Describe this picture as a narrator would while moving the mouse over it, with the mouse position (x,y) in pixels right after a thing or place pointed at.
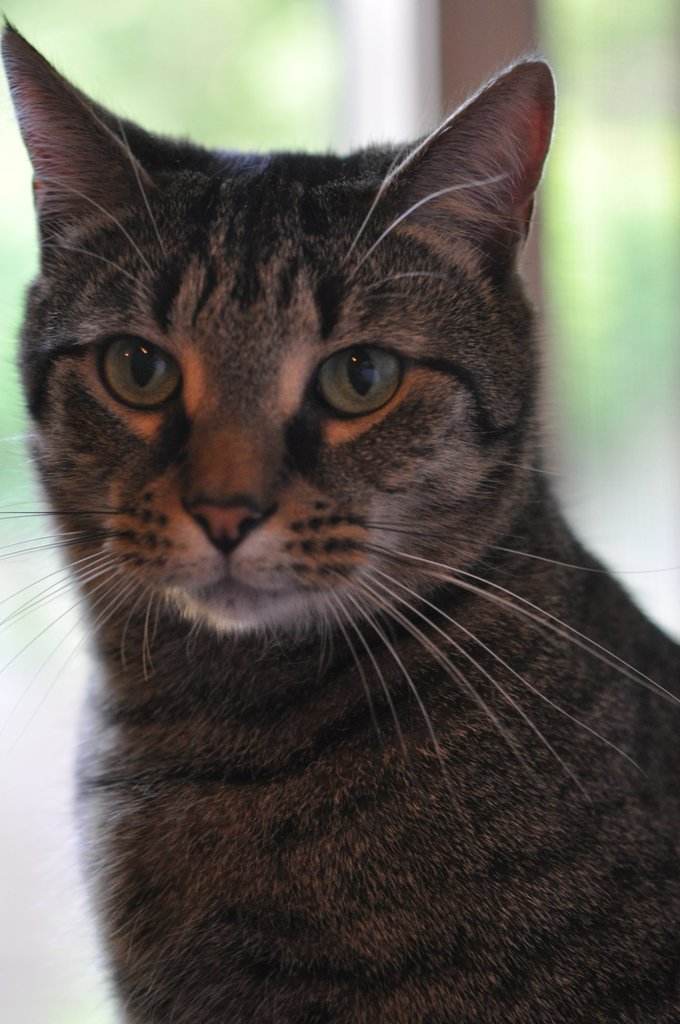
In this image I can see the cat (285,816) which is in black, grey and brown color. And there is a blurred background (462,14).
